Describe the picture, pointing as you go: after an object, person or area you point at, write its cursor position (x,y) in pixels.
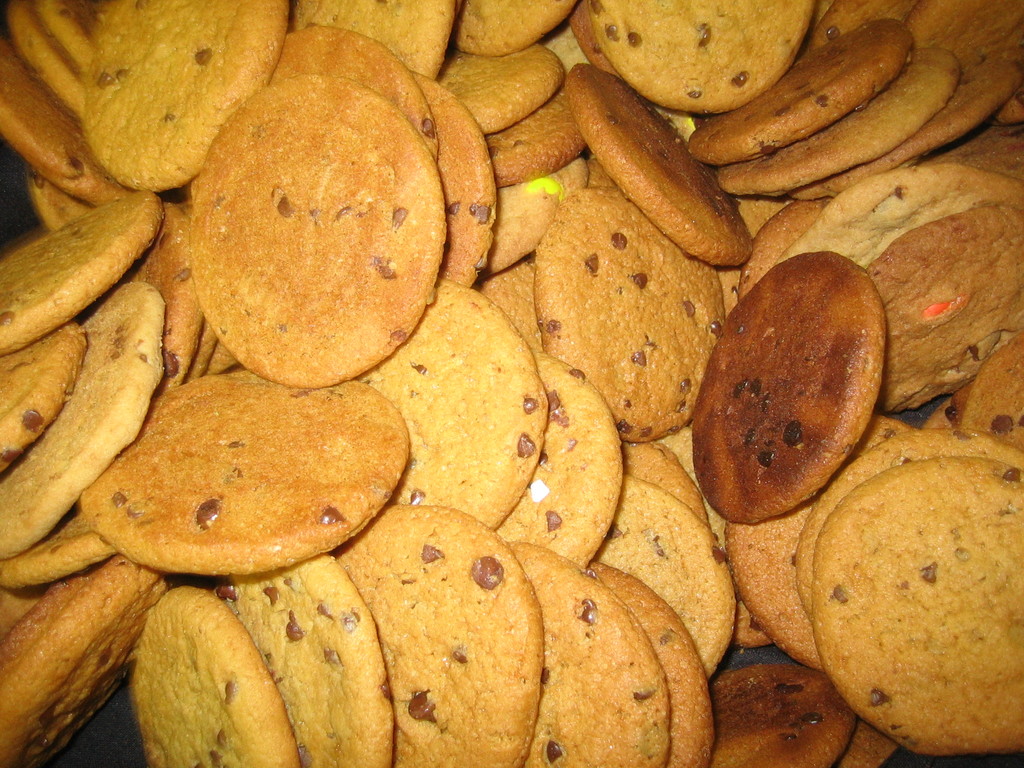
In this image I can see there are cookies (427,374).
